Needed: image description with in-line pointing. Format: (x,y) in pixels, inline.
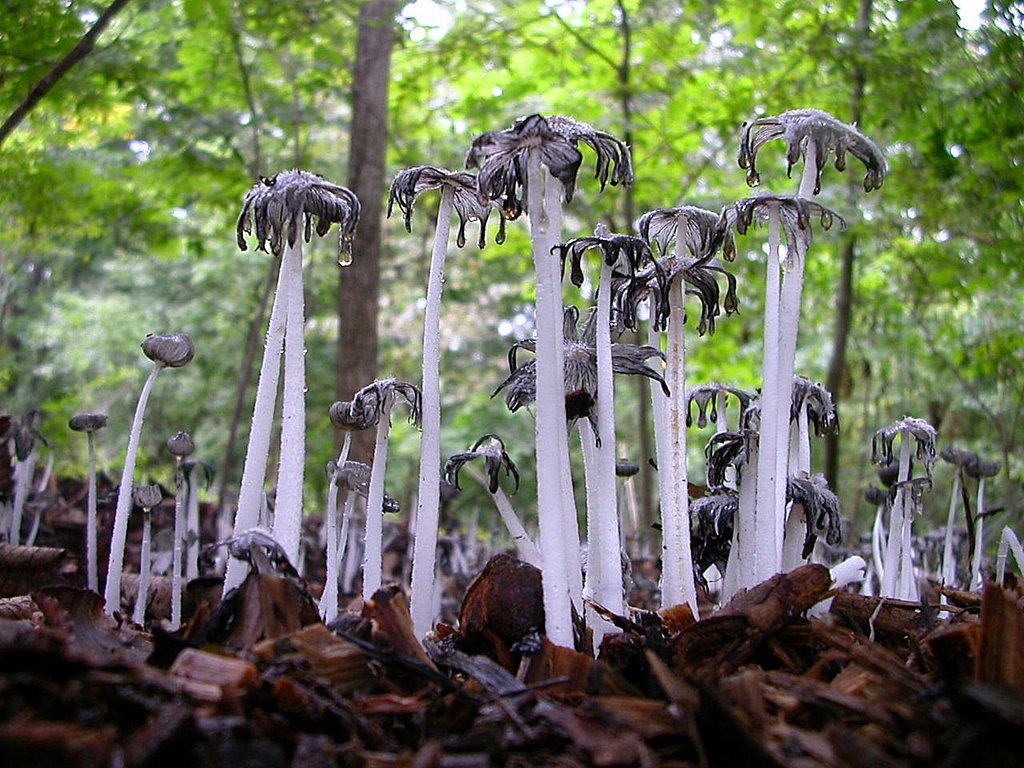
In this image there are mushrooms (568,518) on the ground (680,617), there are trees (607,109).
